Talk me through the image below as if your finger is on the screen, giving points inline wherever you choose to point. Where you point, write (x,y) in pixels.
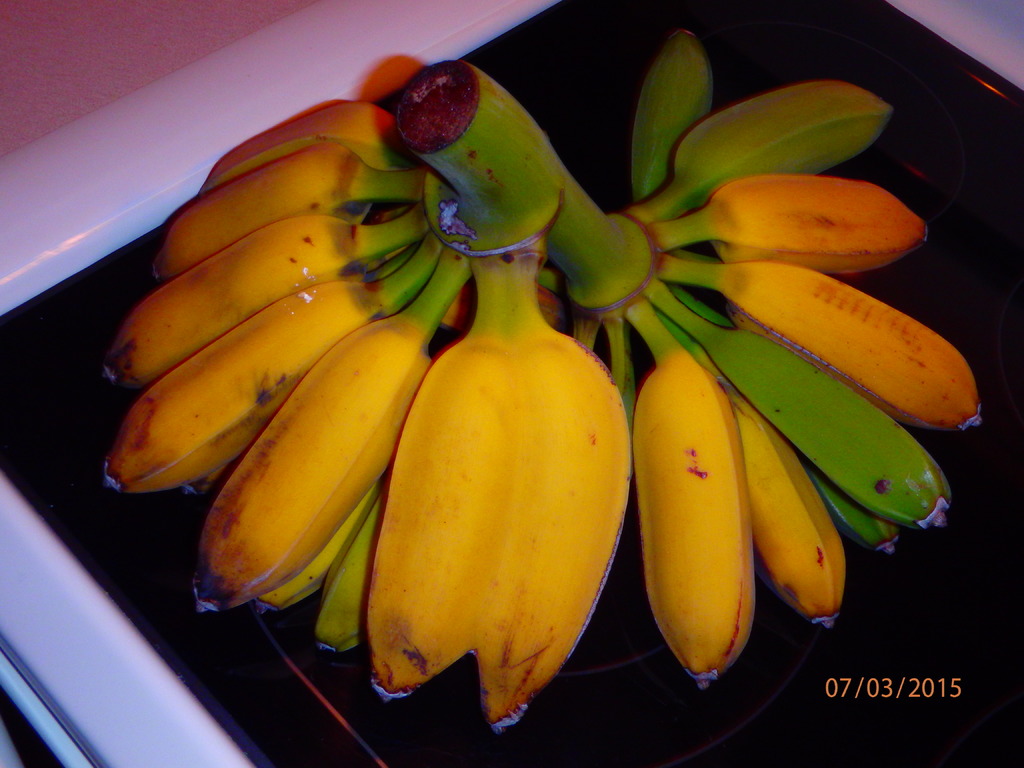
In this image there are bananas (360,358) on the stove (95,162).
